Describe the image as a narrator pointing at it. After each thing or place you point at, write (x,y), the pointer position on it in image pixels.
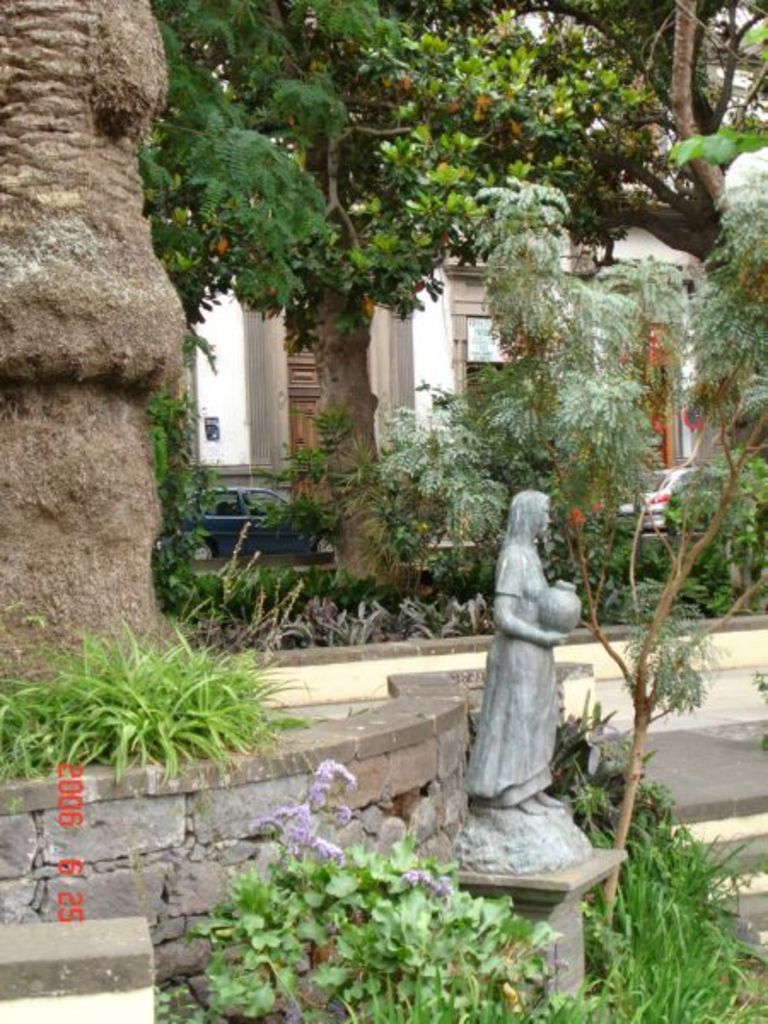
In this image we can see a statue (530,778). There are trees (334,356). In the background of the image (381,432) there is a building (239,389). There are cars (647,485). At the bottom of the image (554,935) there are plants (609,957) and grass (608,962).
